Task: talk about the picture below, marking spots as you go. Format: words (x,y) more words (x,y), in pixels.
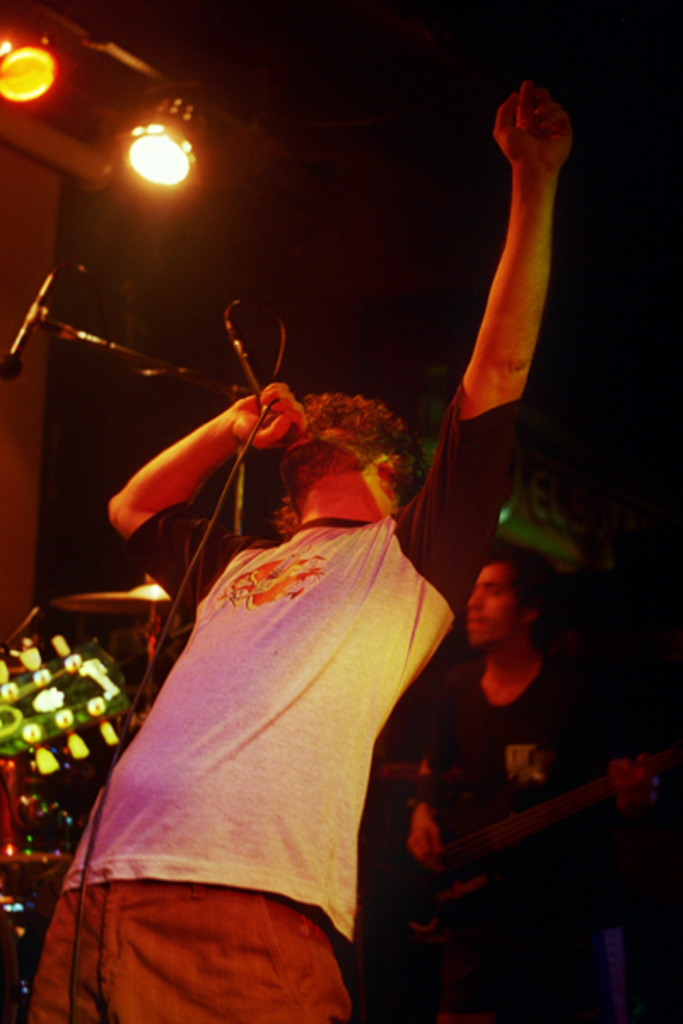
In this picture we can see a light (136,140), and a person (281,525) standing and singing and holding a microphone (252,379) in his hand (247,434), here is the wire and he is wearing a t-shirt (368,560), and at the back (509,667) he is standing holding a guitar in his hand (412,837).
